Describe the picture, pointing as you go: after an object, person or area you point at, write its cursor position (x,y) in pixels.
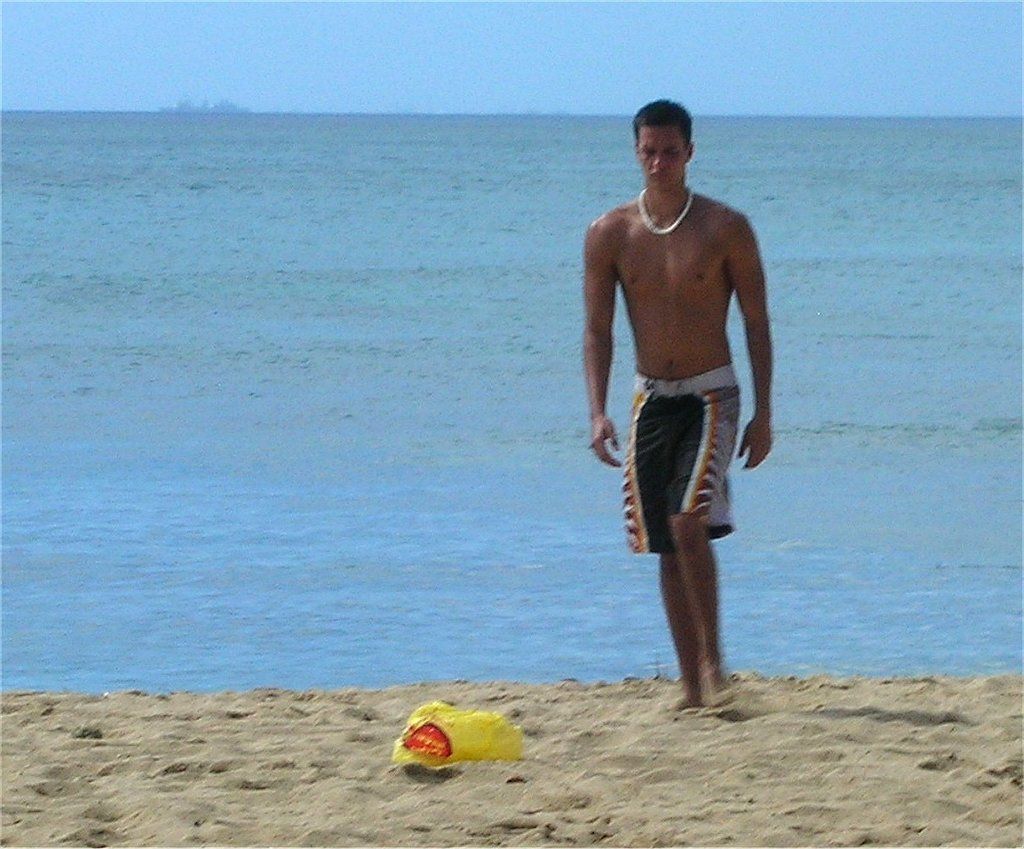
In the image we can see there is a man (674,522) standing near the sea shore (297,738) and there is a bag (458,732) on the sand (534,743). There is a clear sky (650,44).
